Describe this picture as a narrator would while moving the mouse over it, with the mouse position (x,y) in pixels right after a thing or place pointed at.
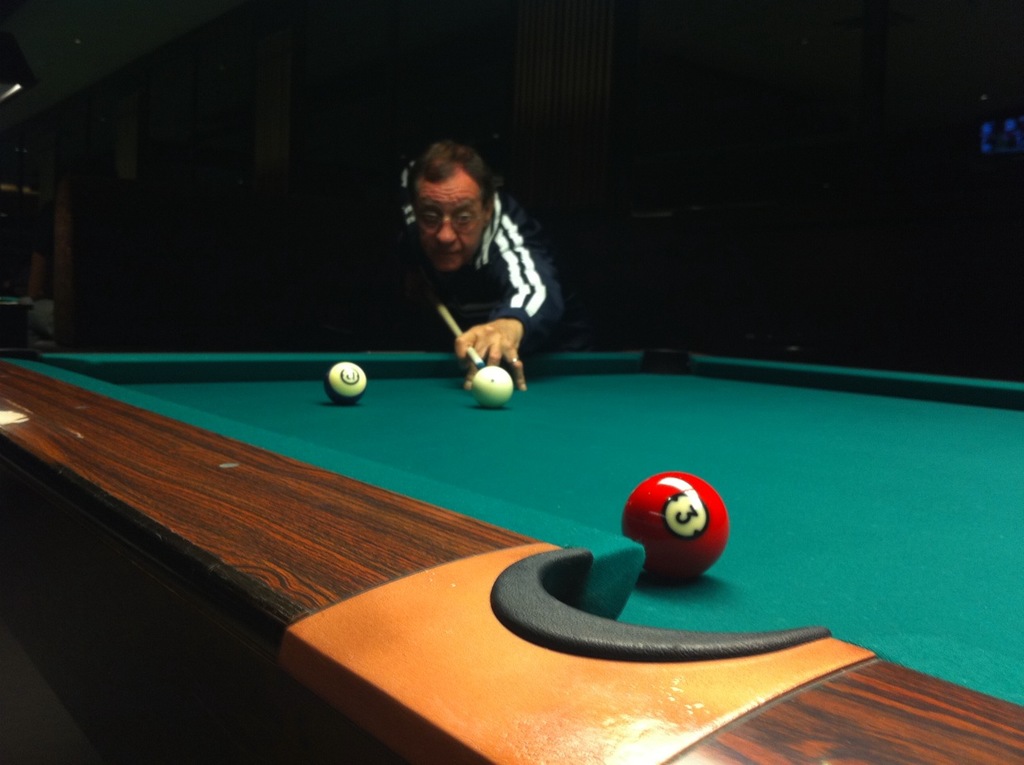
In this image, man (499,281) is holding a stick (470,351), he is playing a pool game. There are few balls (692,532) are placed on the green color table (728,478). And back side, we can see a wall (141,219).
